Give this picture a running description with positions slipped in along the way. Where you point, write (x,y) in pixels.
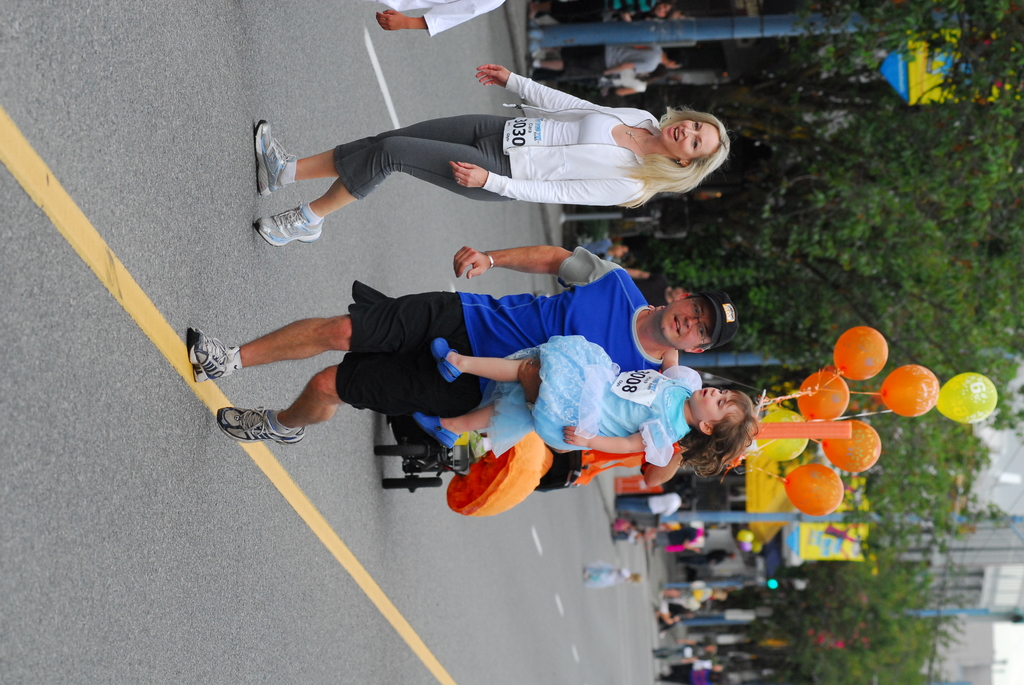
In this image, I can see the woman (380,150) and man (314,378) walking. This man (642,349) is carrying a girl (623,423). This looks like a stroller (524,464). These are the balloons (830,419). I can see the trees (786,376). In the background (698,670), I can see groups of people (679,658) standing. This looks like a building (995,554). These are the poles (794,22).
